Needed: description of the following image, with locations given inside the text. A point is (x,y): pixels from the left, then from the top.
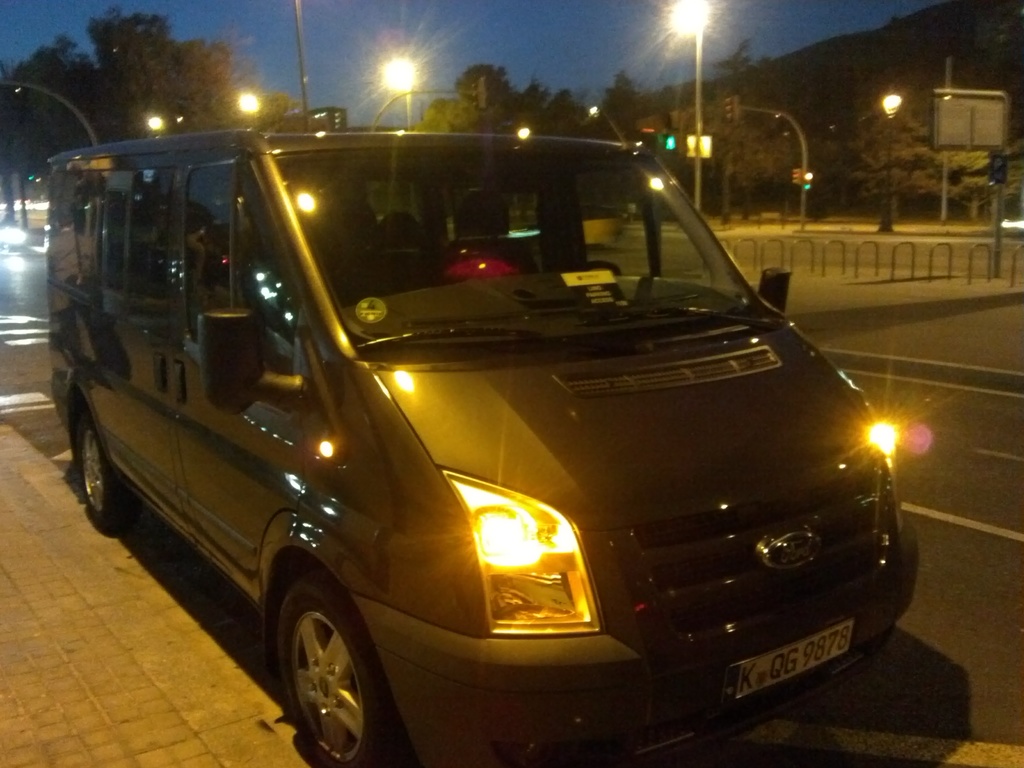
In this picture we can see vehicle (187,399) on the road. In the background of the image (799,184) we can see lights (702,2), boards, traffic signal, poles (995,187), trees (928,136), rods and sky (500,17).
